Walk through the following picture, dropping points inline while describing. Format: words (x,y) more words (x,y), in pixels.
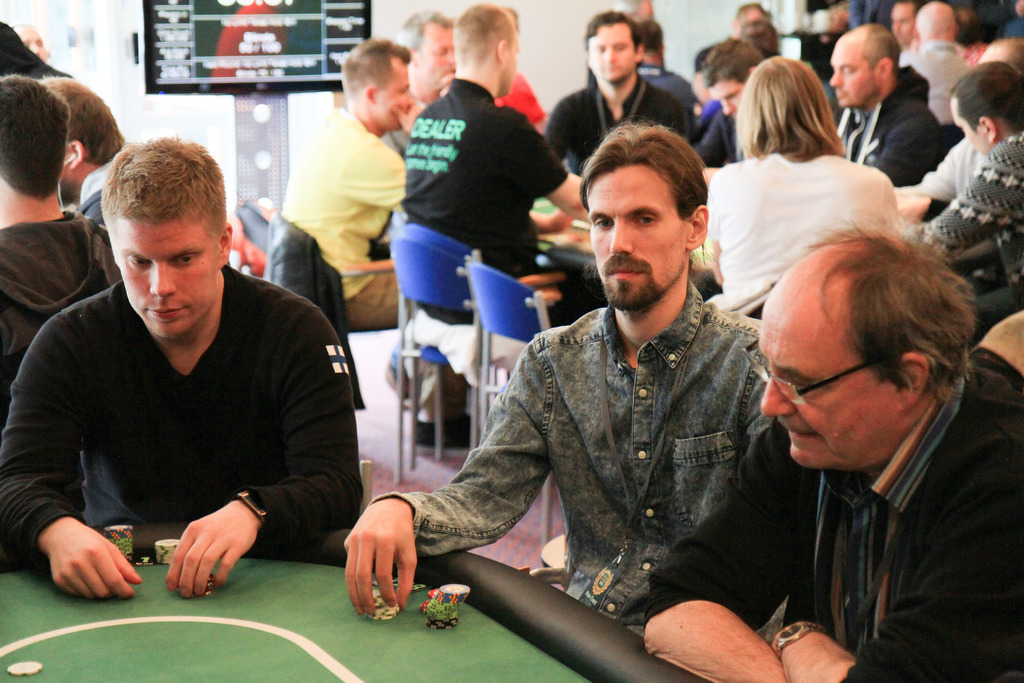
As we can see in the image there is board (186,19), few people (967,115) sitting on chairs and there are tables (541,253).
